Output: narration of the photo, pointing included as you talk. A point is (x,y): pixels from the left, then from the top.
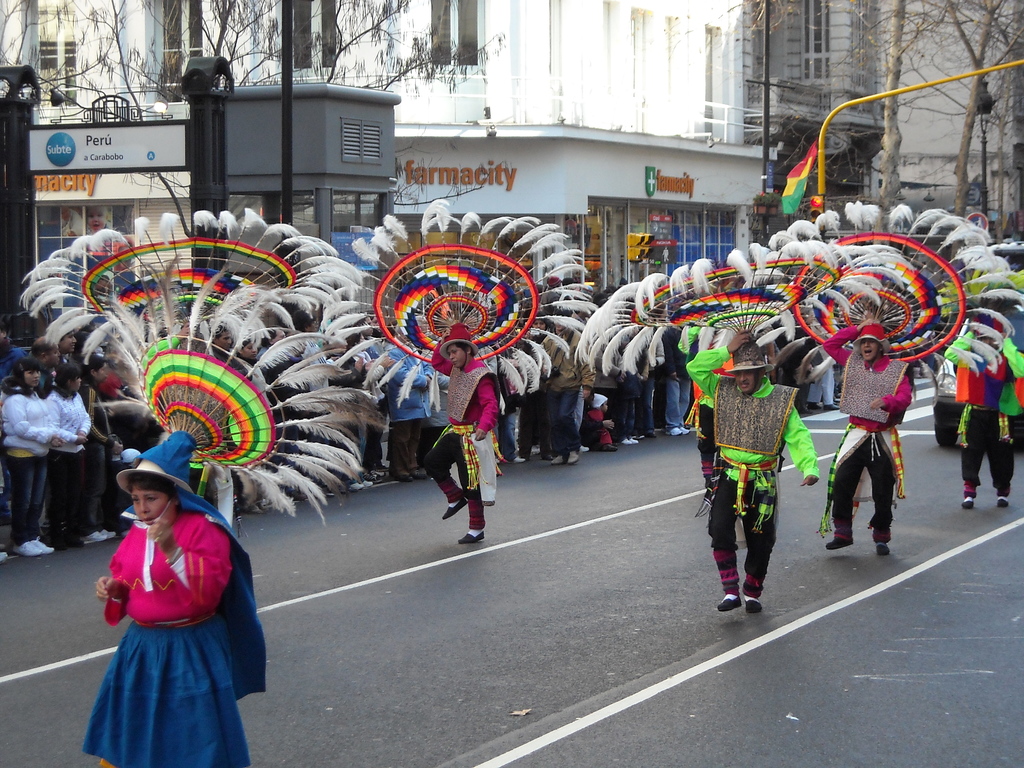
In this image I can see at the bottom (206,538) few persons (975,353) are walking on the road (711,588) by wearing the costumes (303,462). In the middle (565,365) a group of people (19,438) are standing and looking at them, in the background (407,214) there are trees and buildings (407,214).
